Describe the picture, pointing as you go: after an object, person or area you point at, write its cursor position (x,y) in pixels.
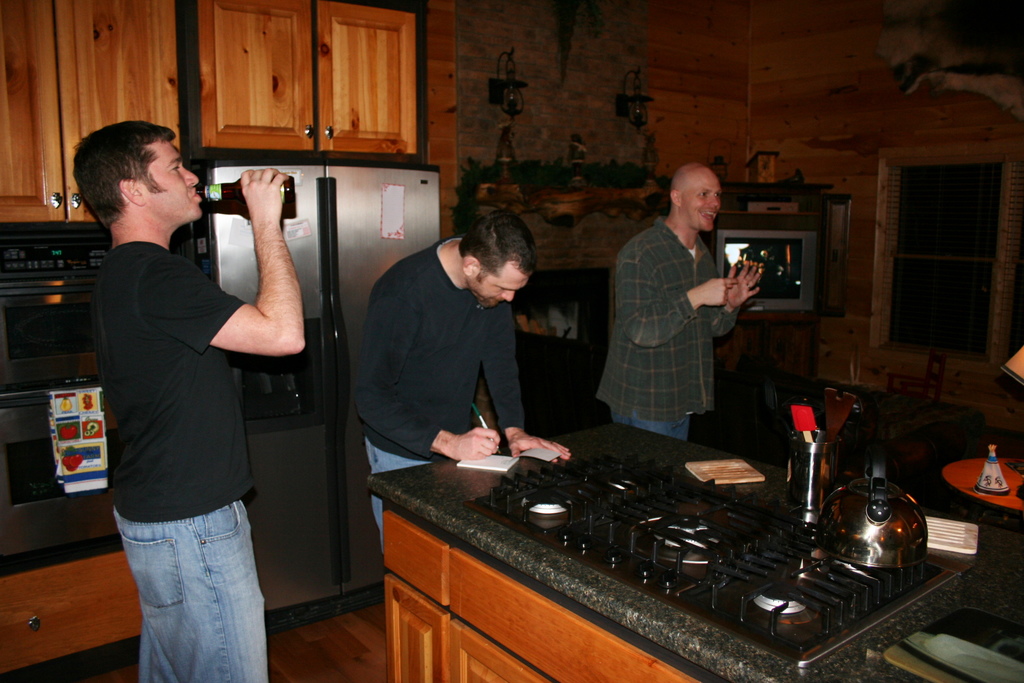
The image is taken in a kitchen (280,636). In the foreground of the picture (466,606) there is a table (620,679), on the table (602,510) there are stove (546,479), kettle (889,492), notes (484,460) and some kitchen utensils (839,415). On the left (192,570) there are closet (25,144), microwave oven (39,455) and a person (183,283) holding a bottle (230,187) and drinking. In the center of the picture (383,295) there are closet (362,46), fridge (354,209), people (500,309) and other kitchen utensils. On the right (799,232) there are window (910,225), television (799,237) and other objects (797,342).
